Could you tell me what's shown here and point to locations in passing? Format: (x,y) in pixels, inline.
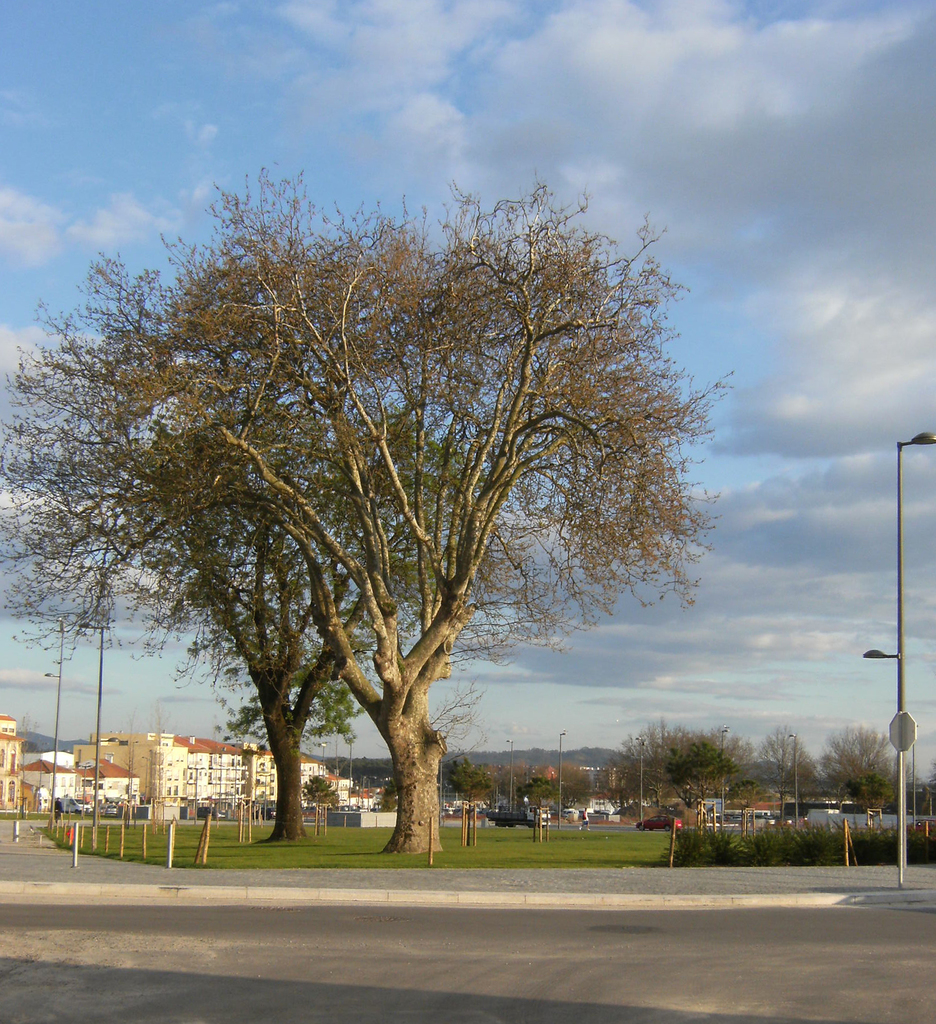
In the center of the image (382,447) we can see two trees (448,447), group of poles (107,848). In the left side of the image (275,794) we can see a group of buildings (208,796). In the background (514,820), we can see a truck (510,809) parked on the road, a group of trees (555,787), mountain (580,760) and cloudy sky (819,409).
